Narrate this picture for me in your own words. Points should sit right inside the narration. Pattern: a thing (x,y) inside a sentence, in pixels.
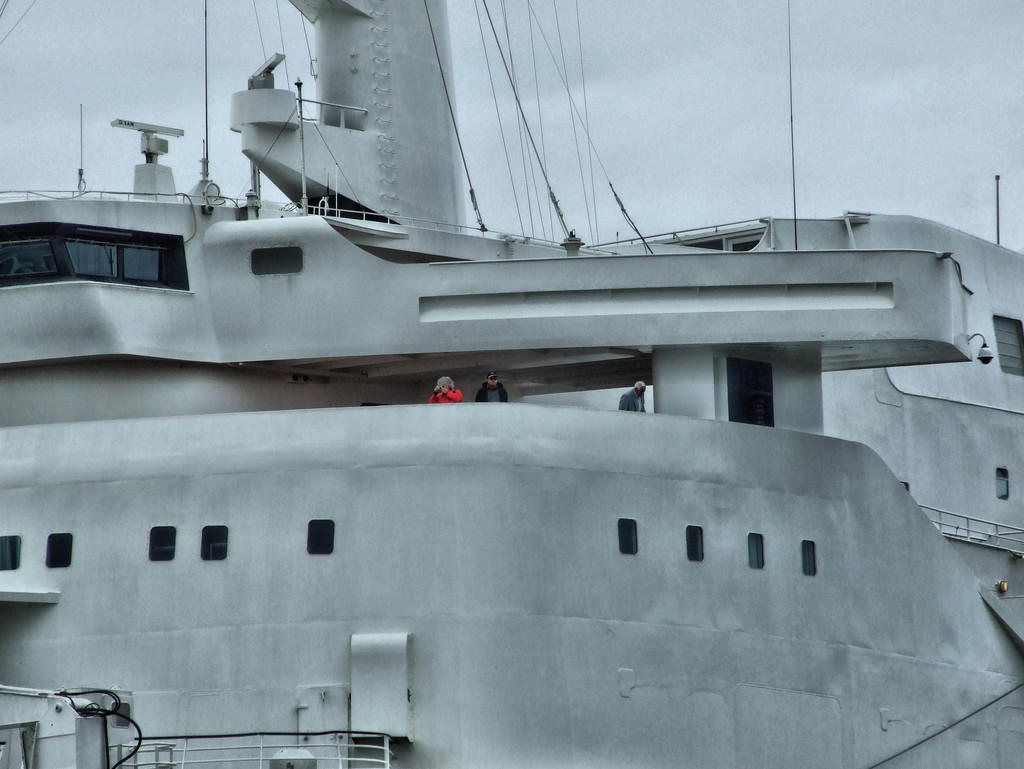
In this image I can see a ship (440,562) which is white and black in color and I can see two persons (497,384) wearing red and black dresses (453,395) are in the ship (472,391) and in the background (713,59) I can see the sky (652,120).
